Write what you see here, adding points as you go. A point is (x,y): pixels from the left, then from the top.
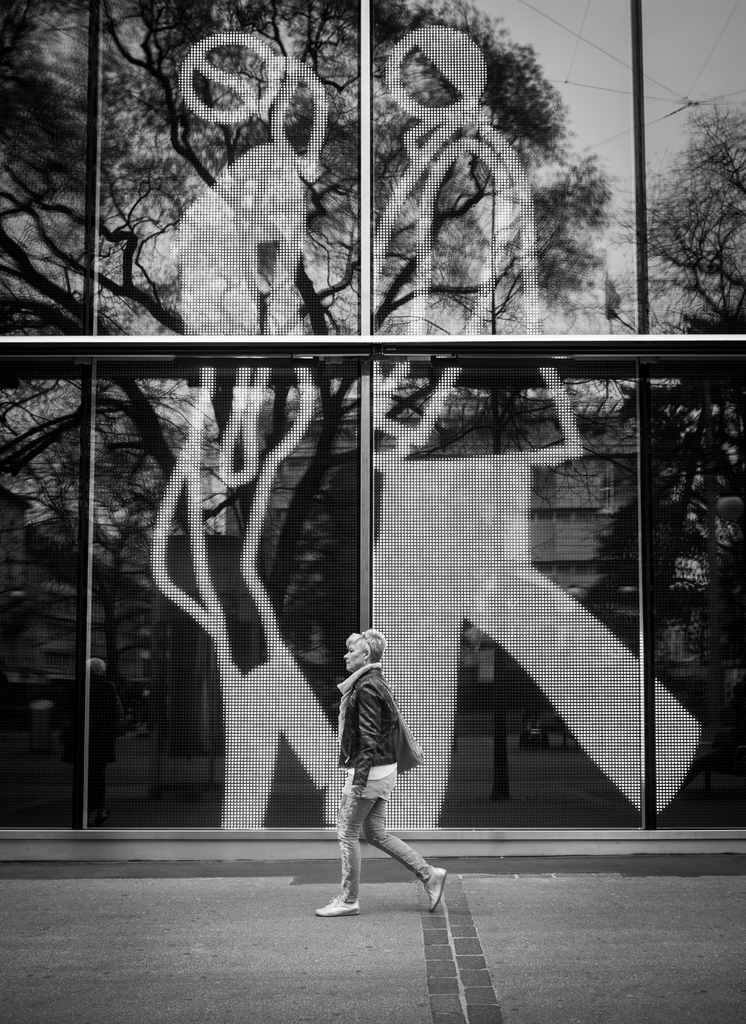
In the front of the image (384,786) I can see a person (361,788) walking. On the glass windows (614,562) there are logos (231,314) of two people (231,314). On the glass windows (461,713) there is a reflection (613,500) of trees (135,175), buildings (12,563), person (100,720), sky (599,134) and objects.
